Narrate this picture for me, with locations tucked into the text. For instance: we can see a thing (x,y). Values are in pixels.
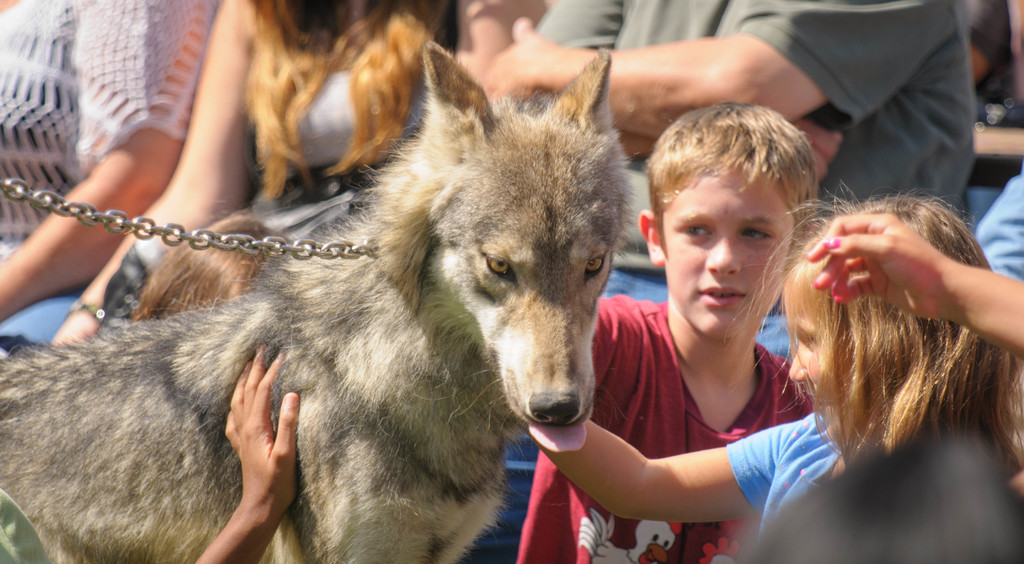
In the image there is a dog (420,224), on right side of the image (713,465) we can also see two kids (784,388) are holding a dog (556,382) in background (412,18) group of people (669,35) sitting on chair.
